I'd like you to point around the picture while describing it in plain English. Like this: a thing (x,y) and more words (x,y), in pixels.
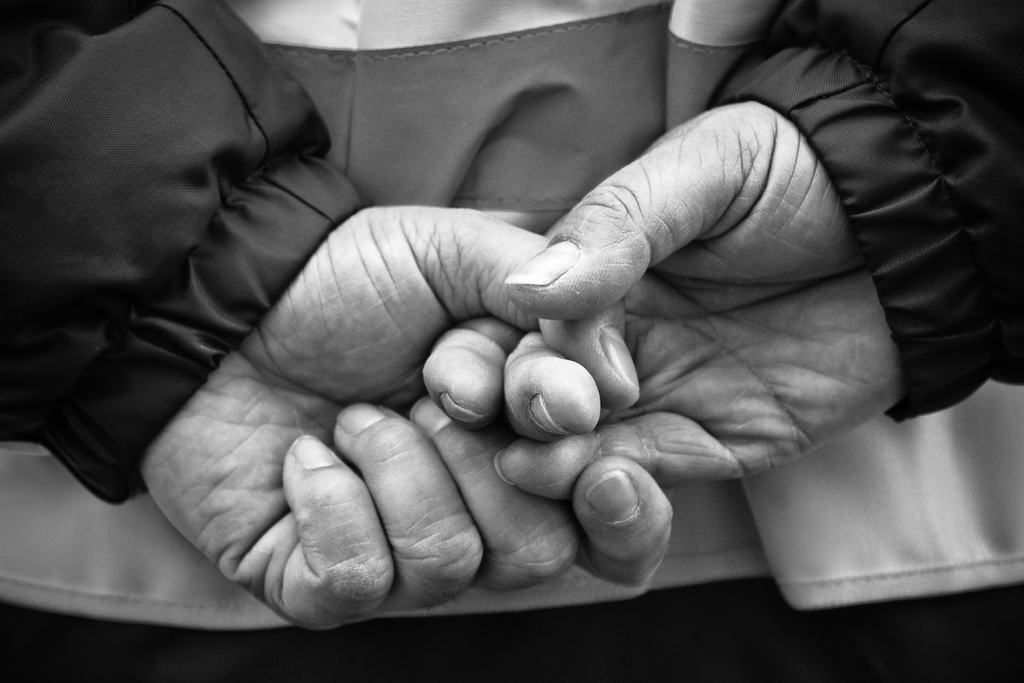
In this image there is one person (570,259) and in the center (584,307) the person's hands (614,303) are visible and the person (776,65) is wearing coat (991,341).
